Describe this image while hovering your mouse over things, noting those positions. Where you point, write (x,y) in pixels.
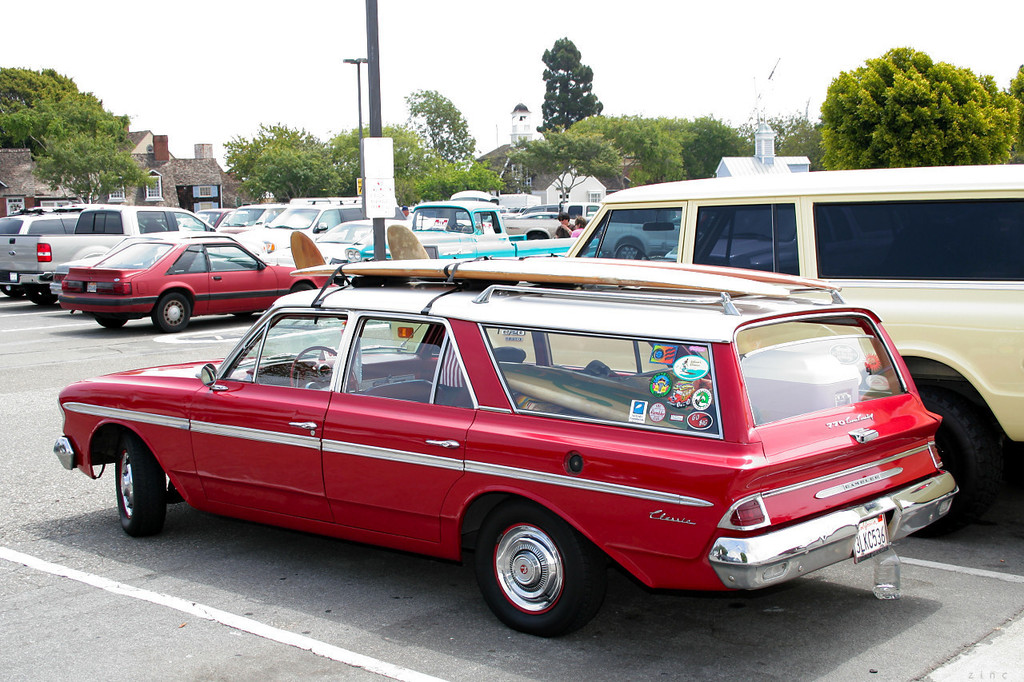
In this image we can see many vehicles (540,317). There are many trees (962,123) in the image. There are few people (569,229). We can see the sky (755,15) in the image. We can see few poles (376,84) in the image. We can see the road safety marking (247,625) on the road (224,631). There are few buildings (139,186) in the image.
